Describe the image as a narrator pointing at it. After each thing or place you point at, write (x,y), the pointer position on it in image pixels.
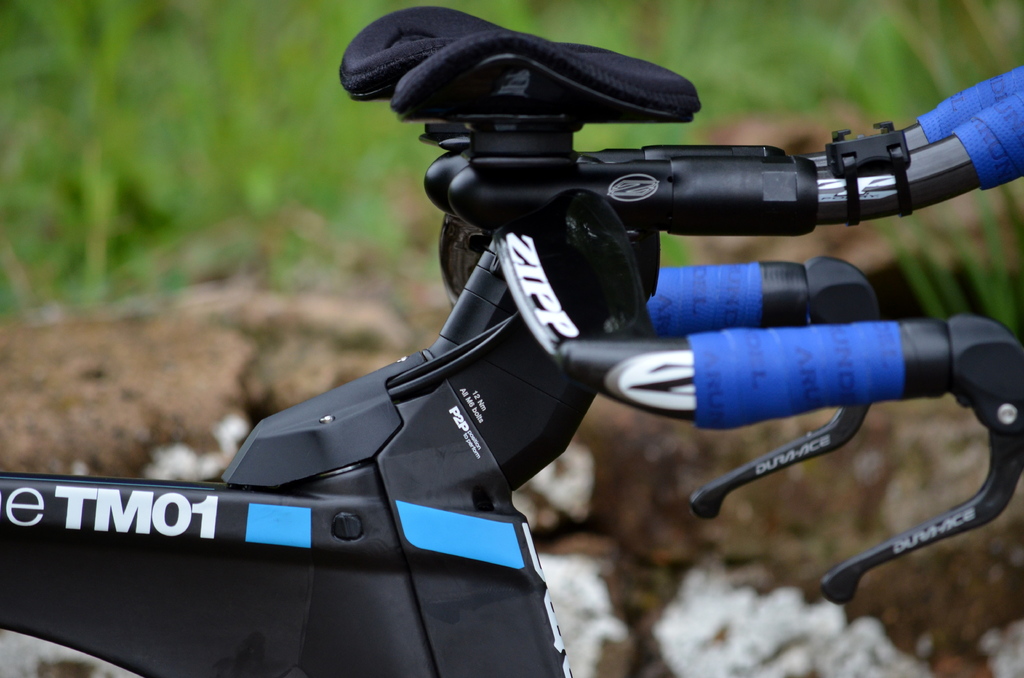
In the center of the image (632,277) we can see cycle (271,488). In the background (281,286) there is grass (694,48).
